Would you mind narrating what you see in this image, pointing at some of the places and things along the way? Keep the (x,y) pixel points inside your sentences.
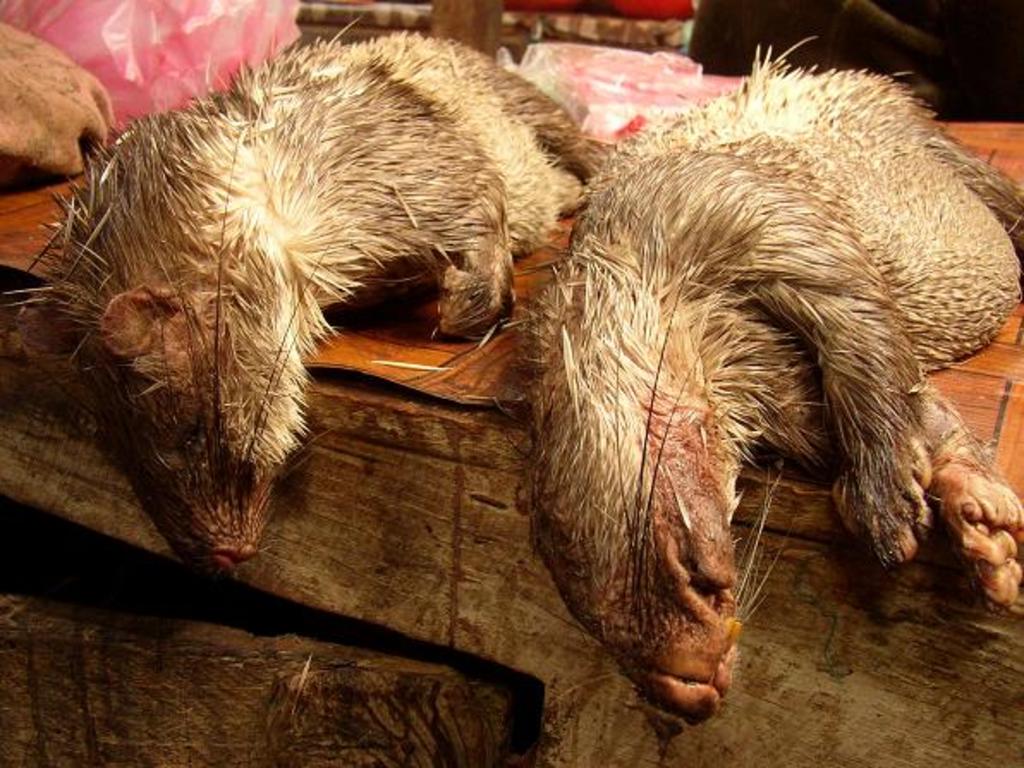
In the foreground of the picture (319,233) we can see two animals (411,222) on a wooden object (875,690). In the background (94,43) there are covers (198,48) and some other objects (493,49).
